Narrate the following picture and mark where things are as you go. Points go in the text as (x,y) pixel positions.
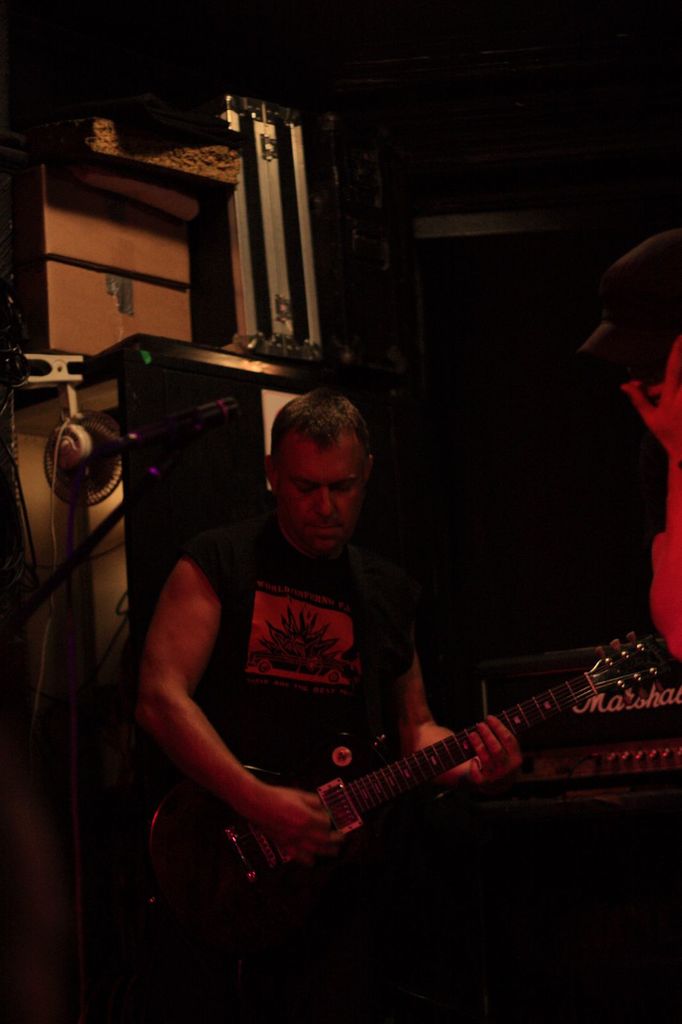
In this image i can see a man (316,663) holding a guitar (210,855).
